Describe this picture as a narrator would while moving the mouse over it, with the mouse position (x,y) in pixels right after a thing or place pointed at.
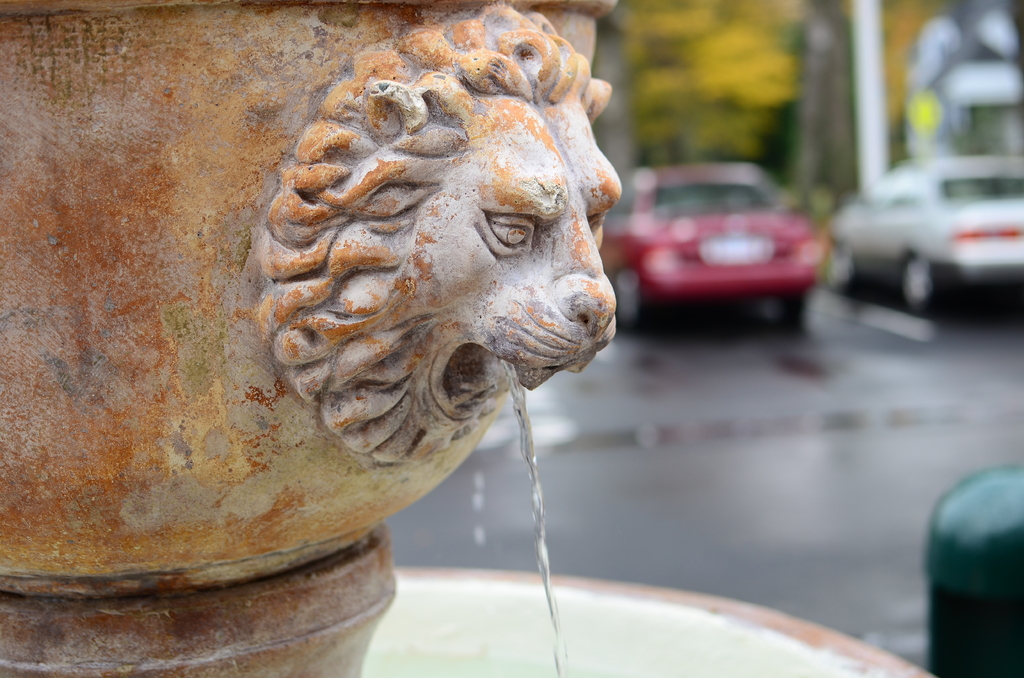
In this image at front (448,379) there is a fountain (233,221). At the center (657,234) there are cars (813,274) on the road (770,390). At the back side (723,83) there are trees (727,49).
